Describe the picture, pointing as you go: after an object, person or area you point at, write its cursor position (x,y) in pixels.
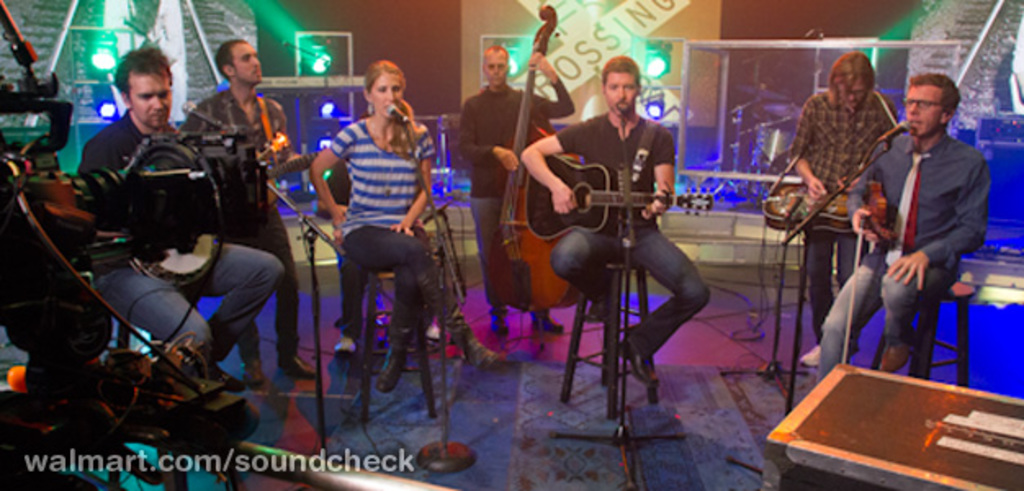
In this picture we can see a few people (500,81) playing musical instruments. There is a table (917,389) on the right side (834,398). We can see a camera (67,204) and a watermark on the left side (53,207). Some lights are visible in the background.
